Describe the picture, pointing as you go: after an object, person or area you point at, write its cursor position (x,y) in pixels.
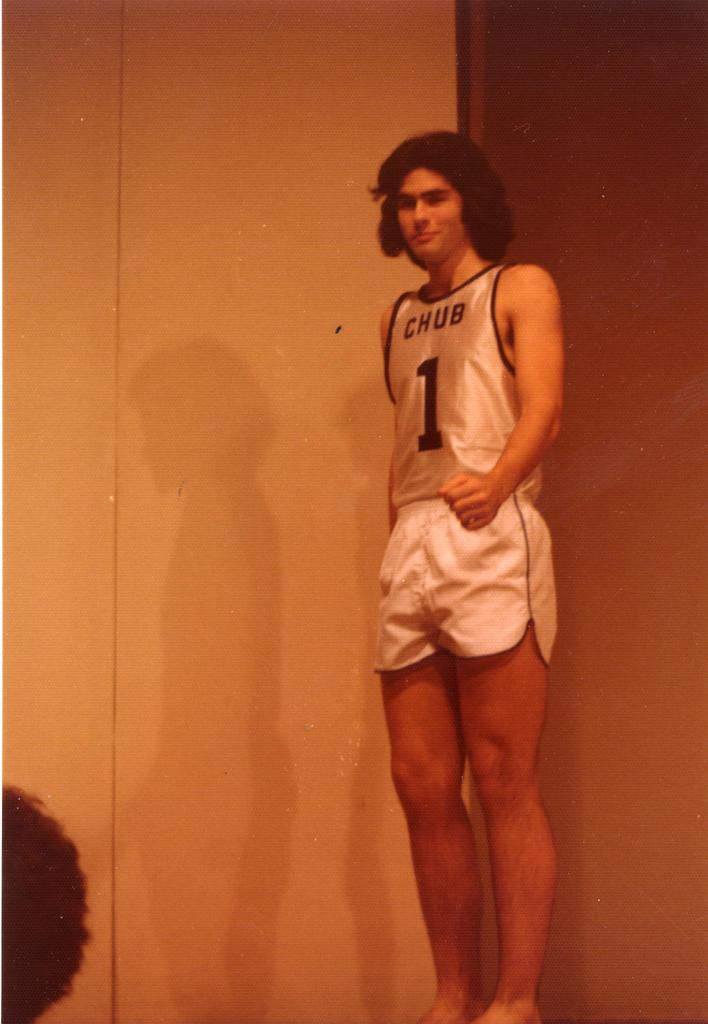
In the middle of the image (392,498) a person (425,156) is standing and smiling. Behind him there is wall (460,16).
